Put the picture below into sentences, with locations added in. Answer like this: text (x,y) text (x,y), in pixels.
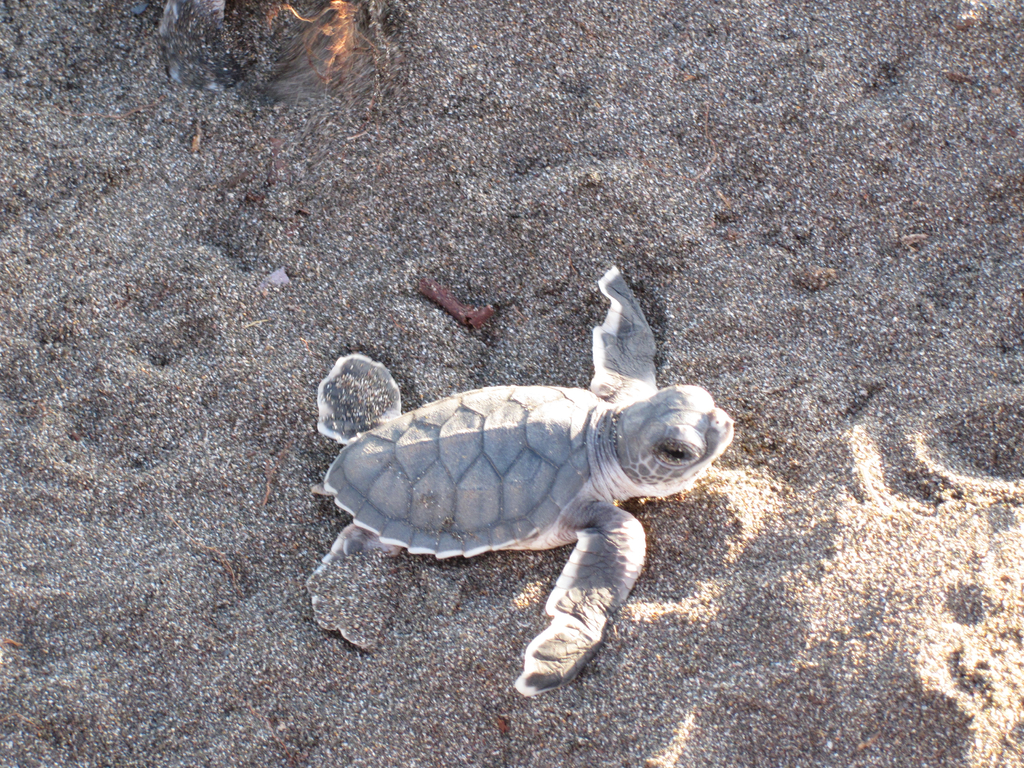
In this image, I see a turtle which is on the sand (504,30).
